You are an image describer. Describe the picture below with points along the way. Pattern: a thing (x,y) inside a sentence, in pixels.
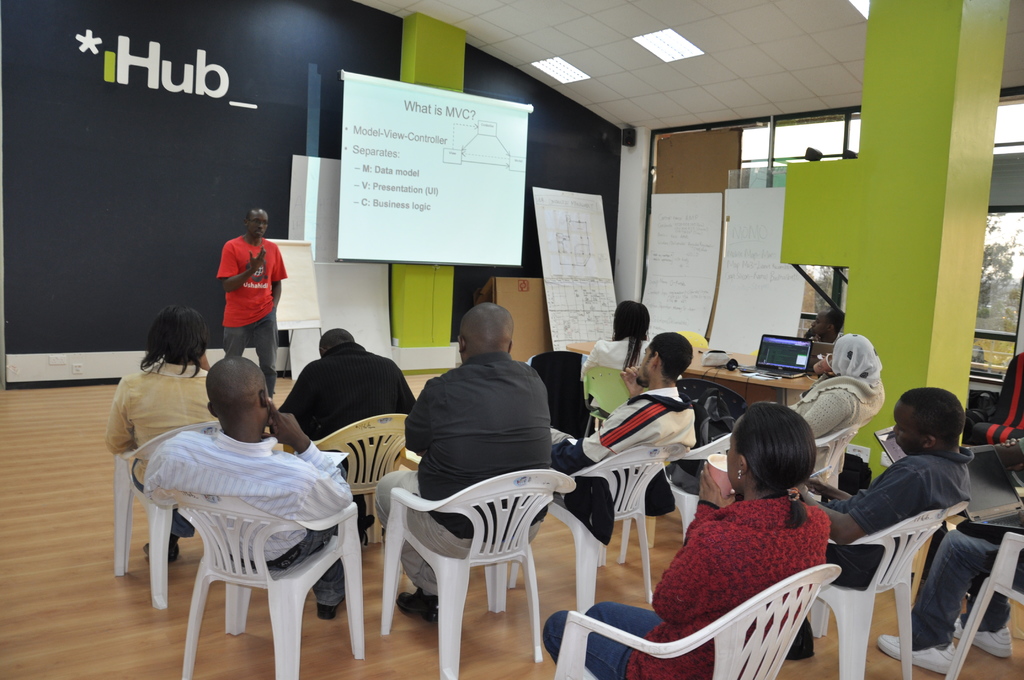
In this picture there are group of people (233,368) sitting and a man (227,249) standing here, there is a presentation screen (435,191) over here.
